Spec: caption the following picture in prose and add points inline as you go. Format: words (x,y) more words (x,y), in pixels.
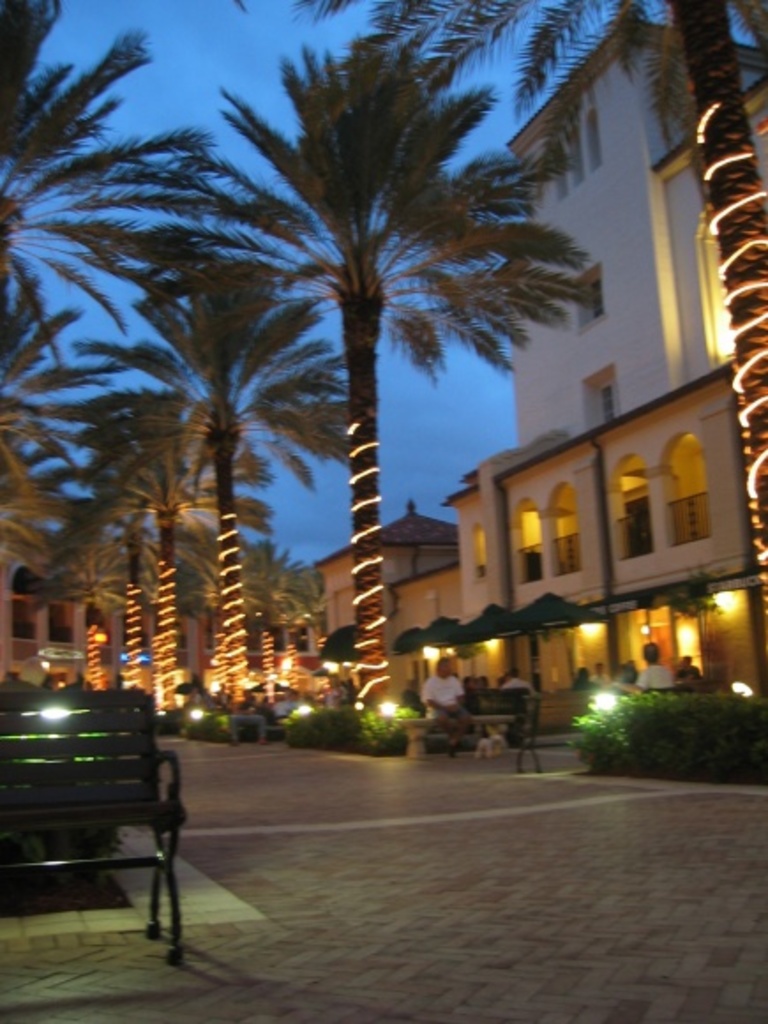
On the left side of the image (161,765) there is a bench (153,752). There are trees (371,604) and plants (703,720) with lights (128,645). And there are few people (266,718) sitting. There is a building (538,430) with arched, windows (644,489) and walls (587,394) with lights (731,596) and also there is a name board (719,580). In front of the building (482,649) there are tents (531,623). In the background (355,18) there is a sky (327,44).
